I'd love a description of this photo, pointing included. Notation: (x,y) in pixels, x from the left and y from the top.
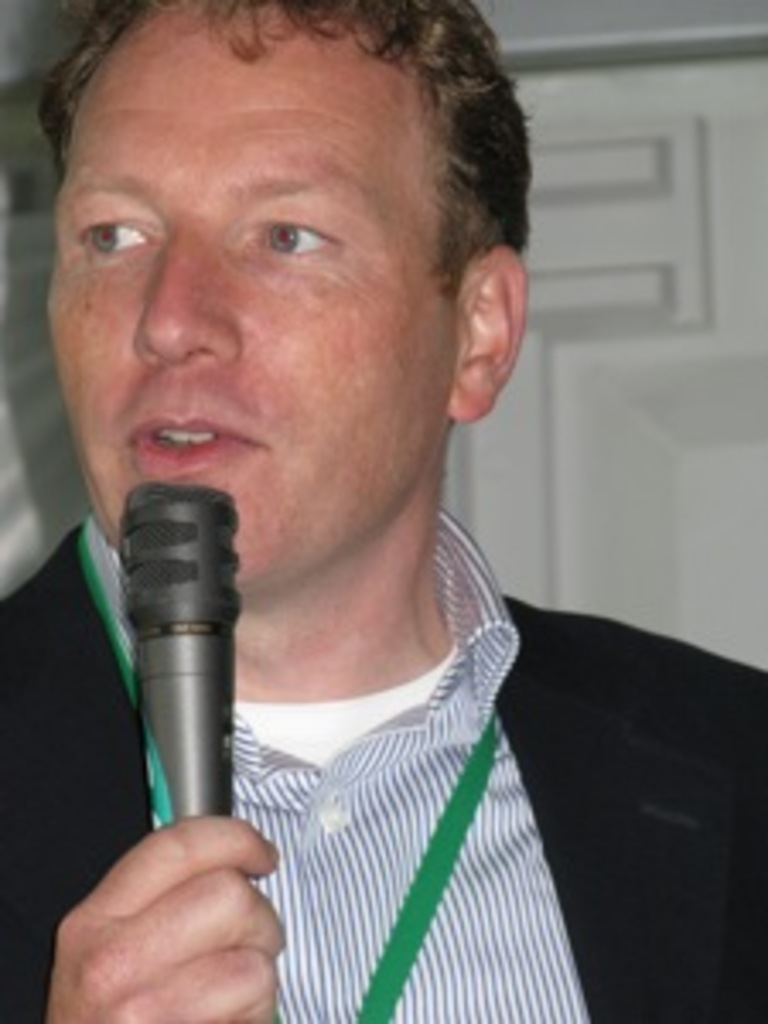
In this image there is a man (665,967) who is holding the mic (174,738) with his hand (143,915).
